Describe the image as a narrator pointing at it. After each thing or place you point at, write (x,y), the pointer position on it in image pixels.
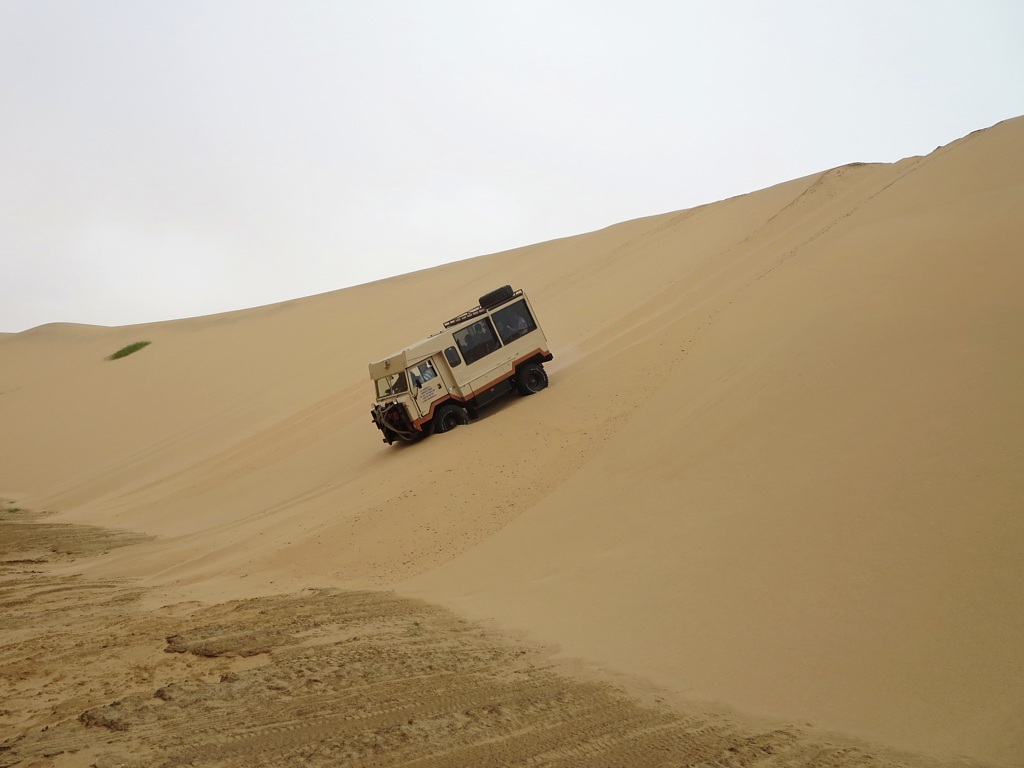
In this image I can see the vehicle (524,356) on the sand (524,481). The vehicle (442,375) is in cream and black color. In the background (432,140) I can see the white sky (300,166).
